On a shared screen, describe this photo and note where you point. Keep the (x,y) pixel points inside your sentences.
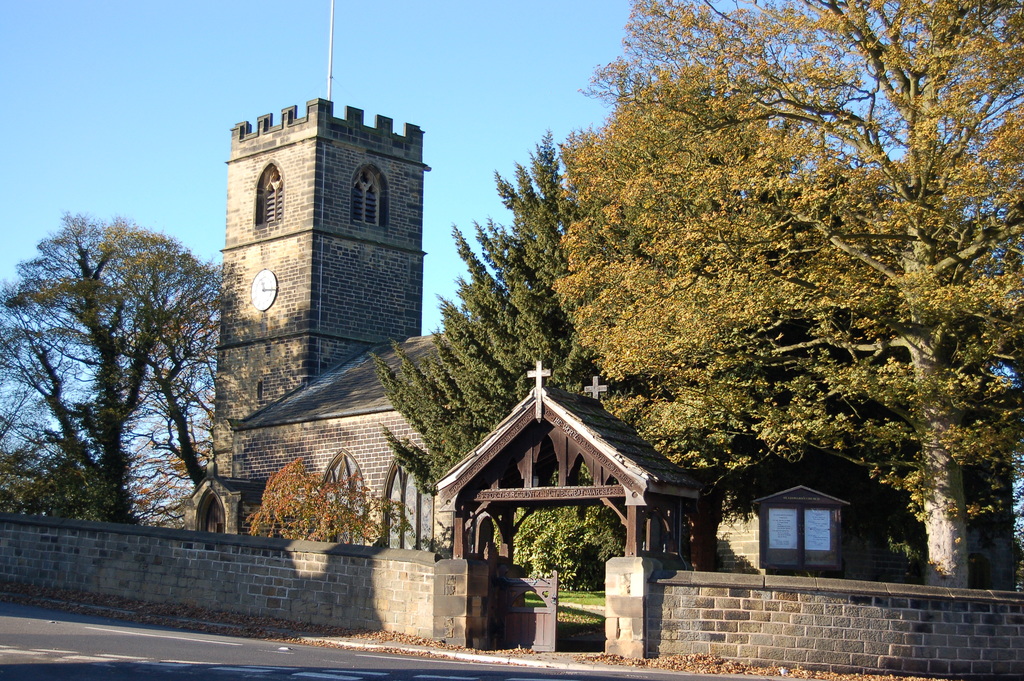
In this image we can see a building (285,311) with windows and doors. We can also see a clock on the wall (275,323), a cross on an arch (505,458), a gate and a wall (429,582). We can also see the pathway (186,631), a group of trees (663,388), a pole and the sky (438,160) which looks clear.
